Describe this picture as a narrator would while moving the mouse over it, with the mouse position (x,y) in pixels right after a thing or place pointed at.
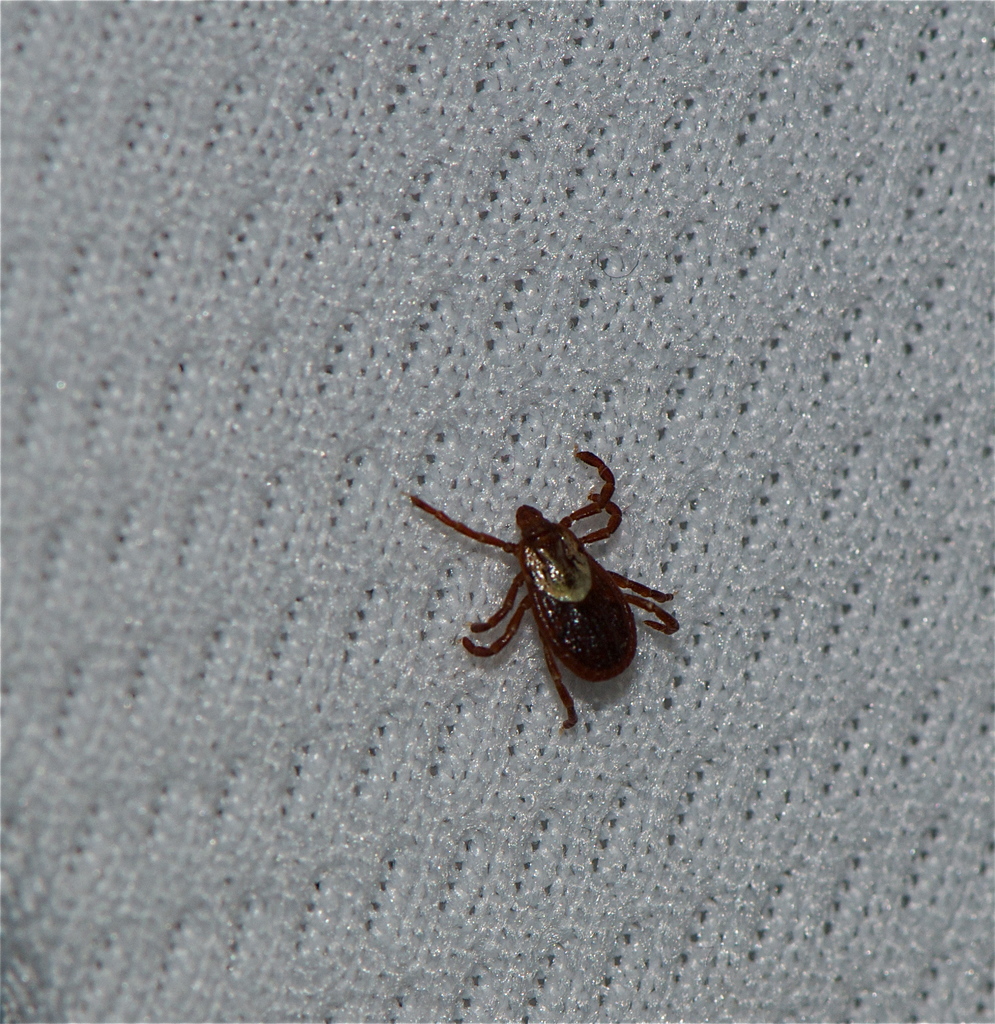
In this picture we can see a Dermacentor (568,566) here, at the bottom (554,839) there is a cloth (568,891).
